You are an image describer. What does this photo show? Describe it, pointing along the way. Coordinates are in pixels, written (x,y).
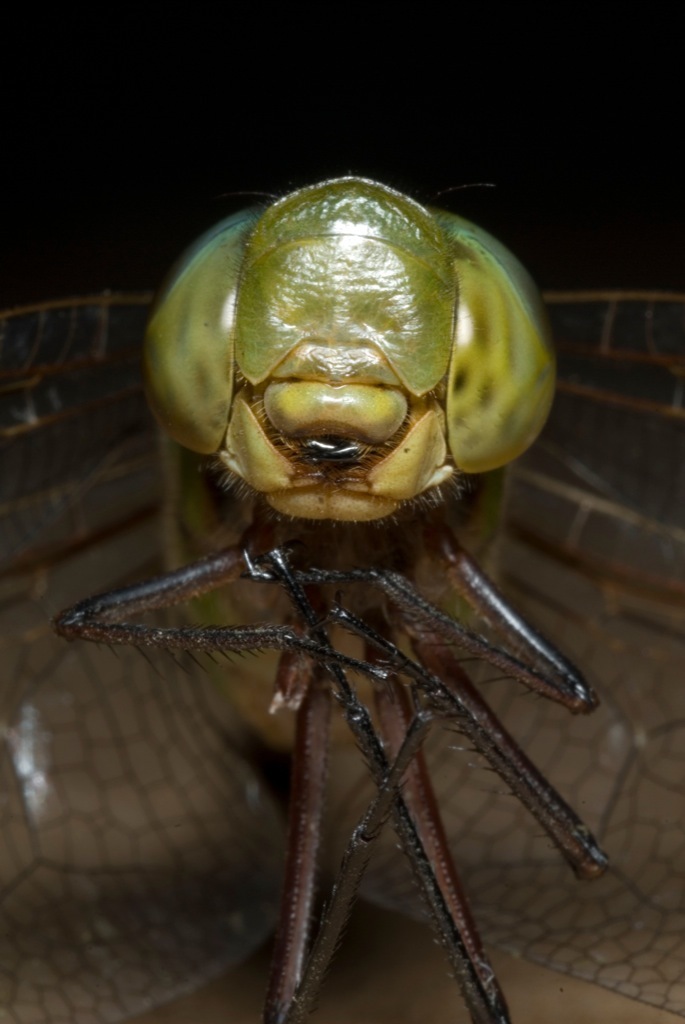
In the picture we can see some fly (410,593).
